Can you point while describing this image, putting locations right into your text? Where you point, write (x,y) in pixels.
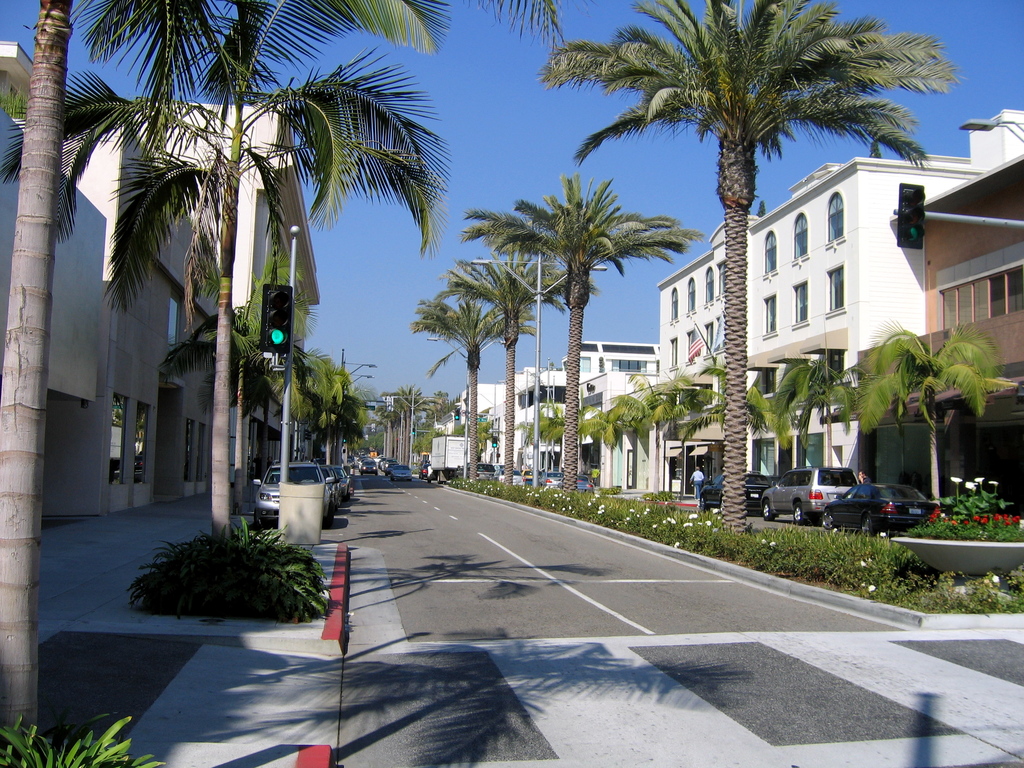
In this image, we can see a road (488,656) in between trees (308,401) and buildings (664,324). There are some plants (298,570) and cars (279,479) in the middle of the image (531,499). There is a sky (574,117) at the top of the image (495,55). There is a signal pole (279,307) on the left (267,307) and on the right side of the image (920,222).
